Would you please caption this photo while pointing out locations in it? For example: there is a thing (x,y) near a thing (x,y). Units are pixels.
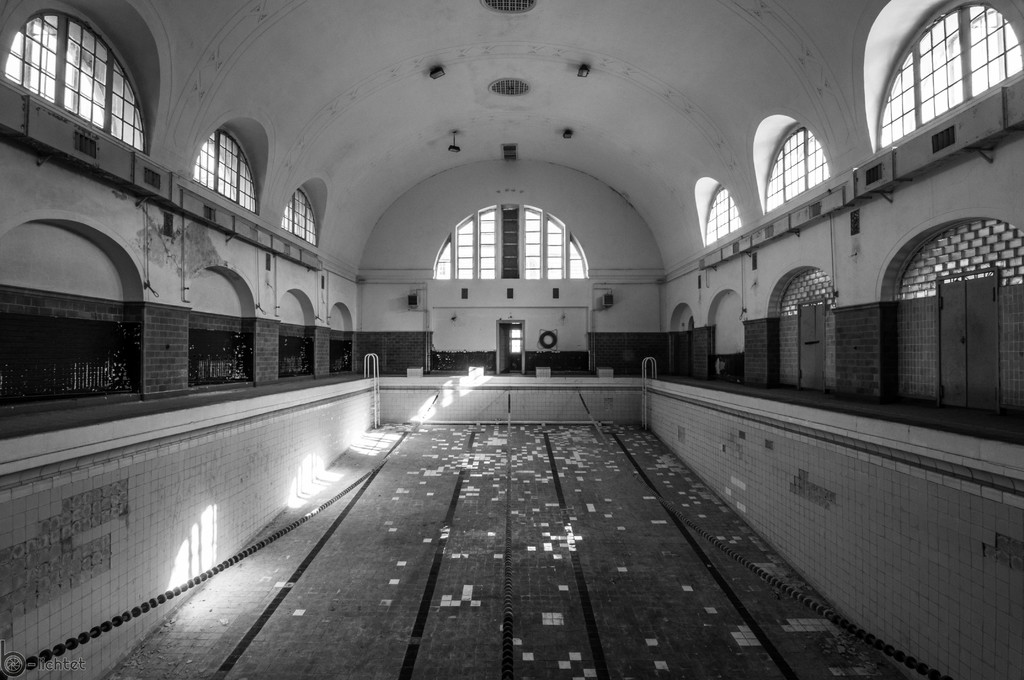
In this picture I can observe swimming pool (528,552) without water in it. I can observe wall (408,338) in the background (339,296). On the right side (981,358) I can observe doors (946,354).
